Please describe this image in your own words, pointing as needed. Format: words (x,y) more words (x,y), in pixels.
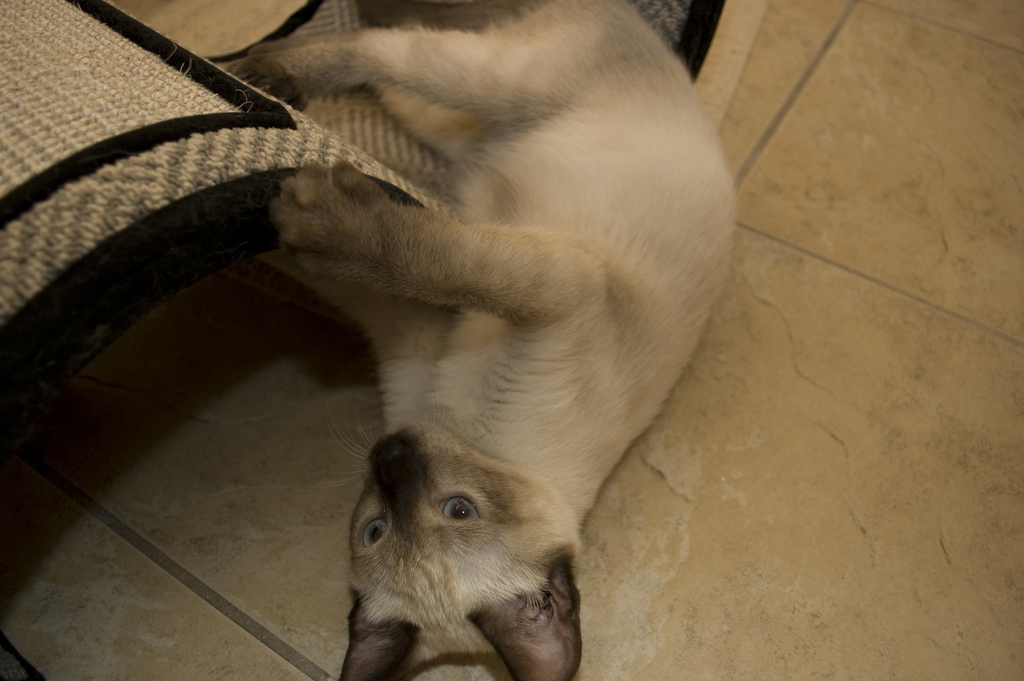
In the image we can see a cat (502,256) lying on the floor (131,461).
